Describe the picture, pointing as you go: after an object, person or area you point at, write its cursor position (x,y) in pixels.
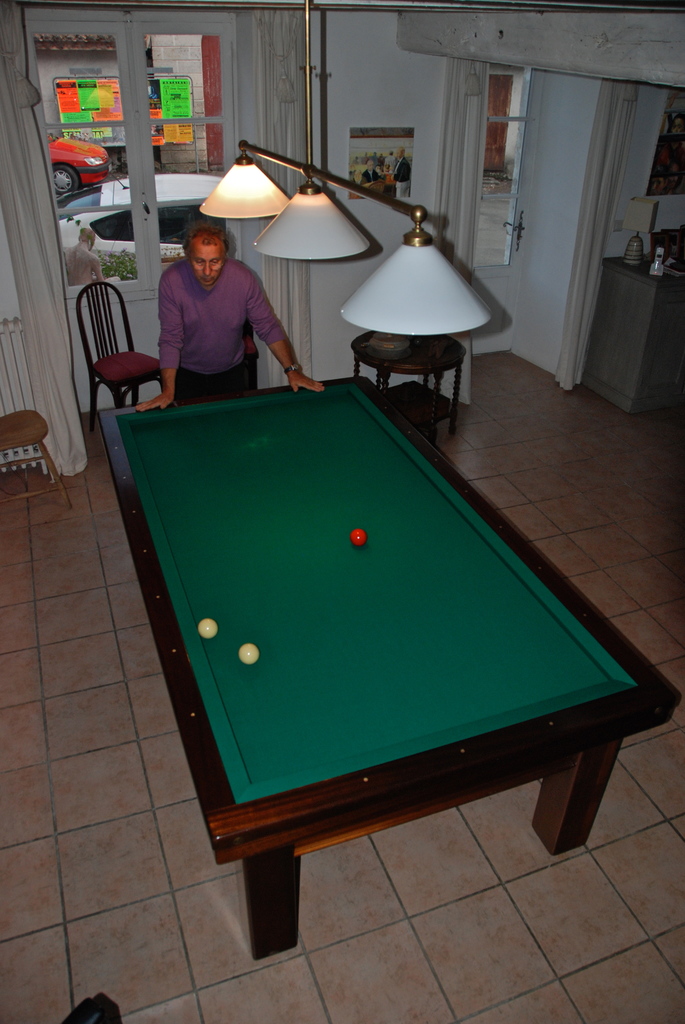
In this image, a person (234,361) is standing in front of the billiard table (520,616). On above that a lamp (414,262) is hanged to the ceiling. In the background (122,241), a window (102,256) is visible, through which orange and white color cars (118,193) visible. The walls (356,59) are white in color. This image is taken inside a house (459,410).
